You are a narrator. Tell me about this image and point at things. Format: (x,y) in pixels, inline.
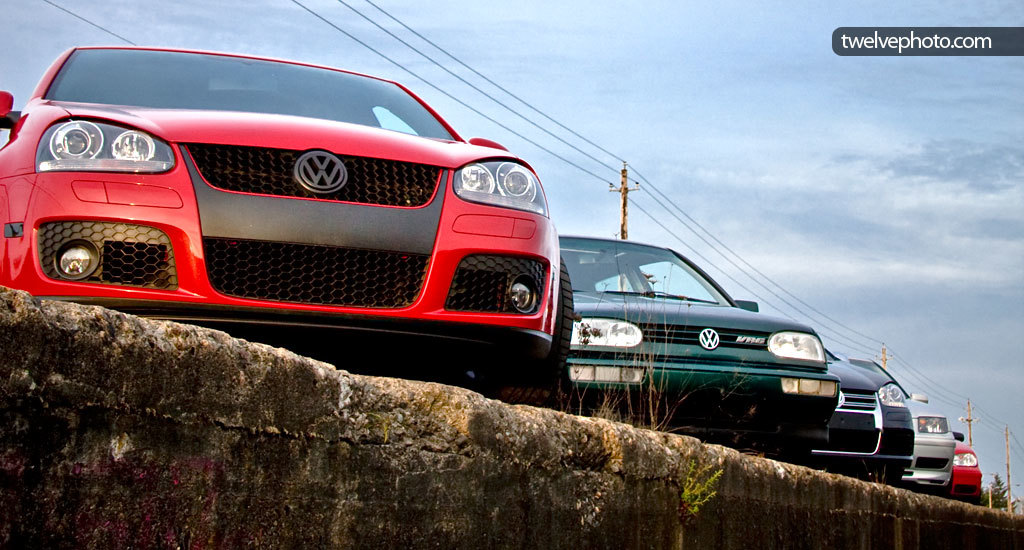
This picture shows few cars (575,368) and we see poles (622,201) and a cloudy sky (718,139) and we see text (866,42) on the top right corner (853,36).
